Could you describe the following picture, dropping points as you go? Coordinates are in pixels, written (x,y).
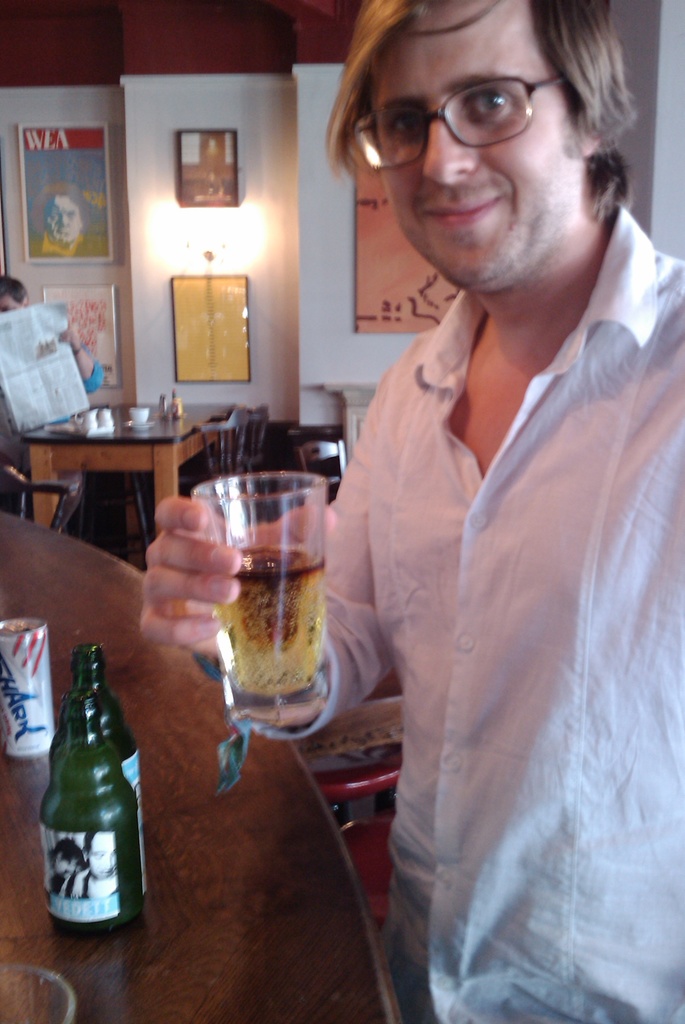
In this image I can see the person (507,698) standing and holding the glass (313,572). The person (418,587) is wearing white color shirt (379,576). In front (32,694) I can see few bottles (57,730) and the tin (43,737) on the table (159,787). In the background (48,150) I can see few frames (188,177) attached to the wall (282,378) and the wall (240,107) is white color.
